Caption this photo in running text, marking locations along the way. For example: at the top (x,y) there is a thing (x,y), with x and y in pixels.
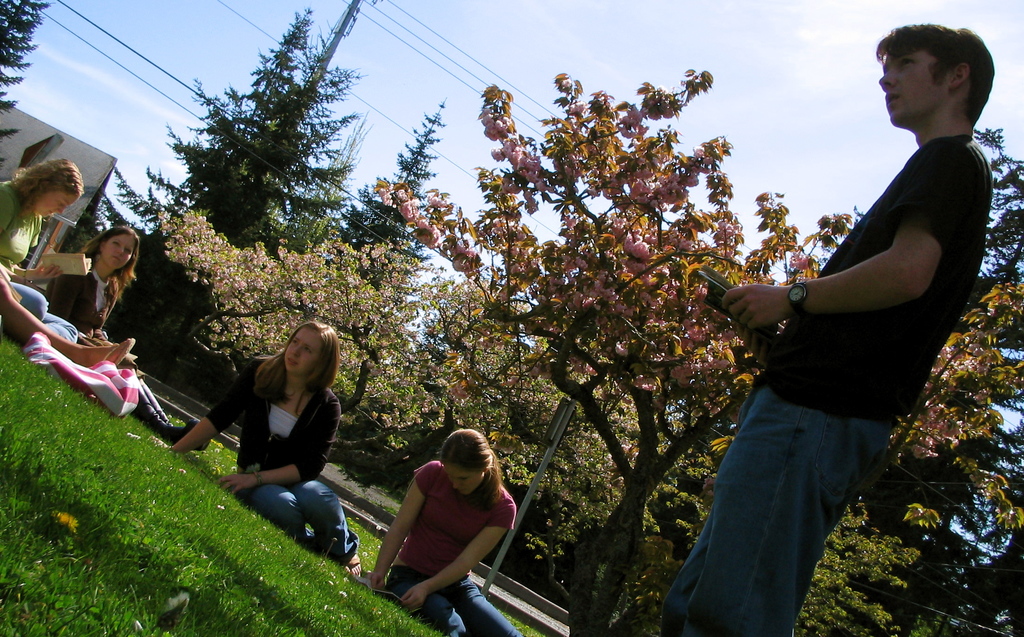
In this image on the right side (850,371), I can see a man (858,335) standing. On the left side (278,465) I can see some people (248,382) are sitting on the grass (227,517). In the background (513,338), I can see the trees (445,320) and clouds (146,115) in the sky (148,129).
